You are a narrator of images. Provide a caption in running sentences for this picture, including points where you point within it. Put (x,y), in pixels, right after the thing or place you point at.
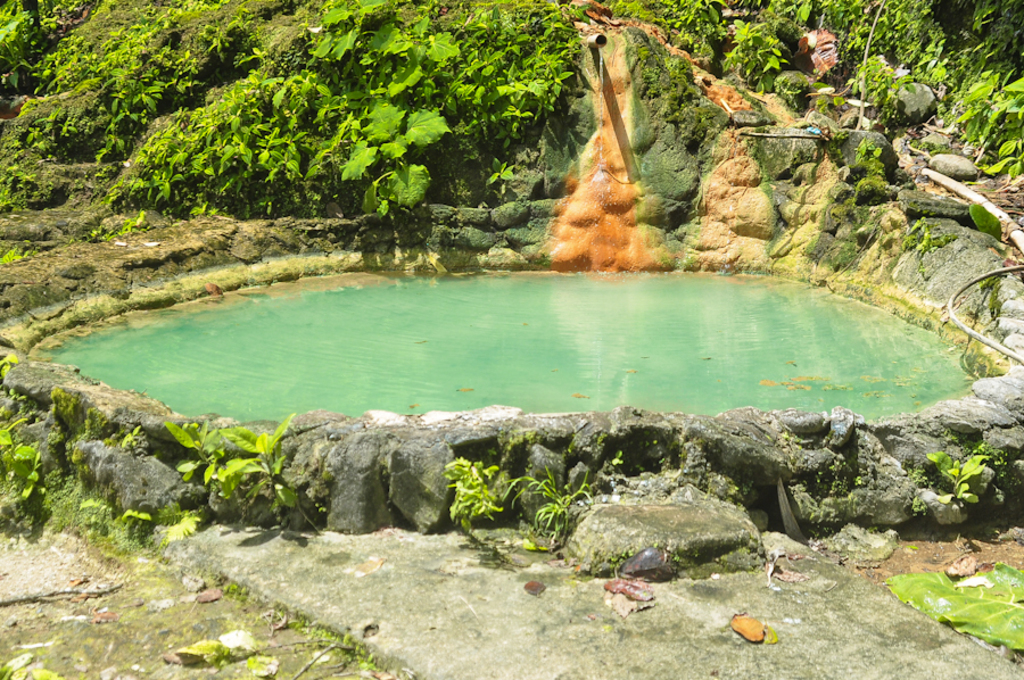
Here in this picture we can see a pond (610,277) present, which is filled with water (245,387) over there and around it we can see some stone (897,268) and plants (553,492) present and we can also see other plants (251,188) present on the ground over there.
